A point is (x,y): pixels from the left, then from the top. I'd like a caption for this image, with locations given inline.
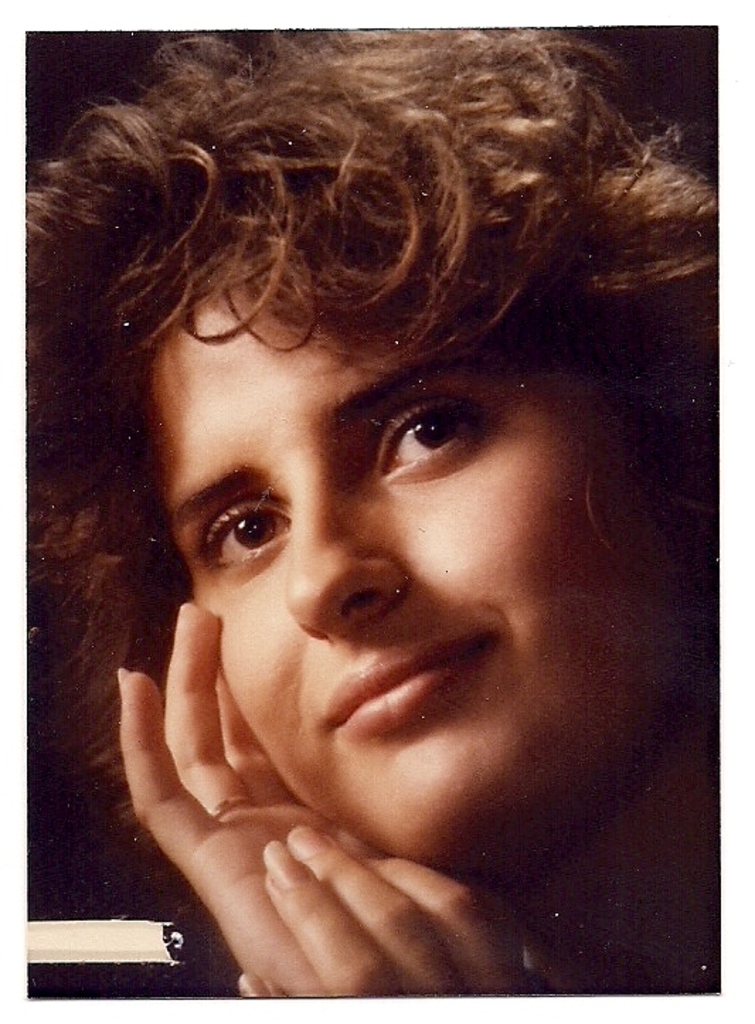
In this image we can see the face (320,585) of a woman (328,776).
